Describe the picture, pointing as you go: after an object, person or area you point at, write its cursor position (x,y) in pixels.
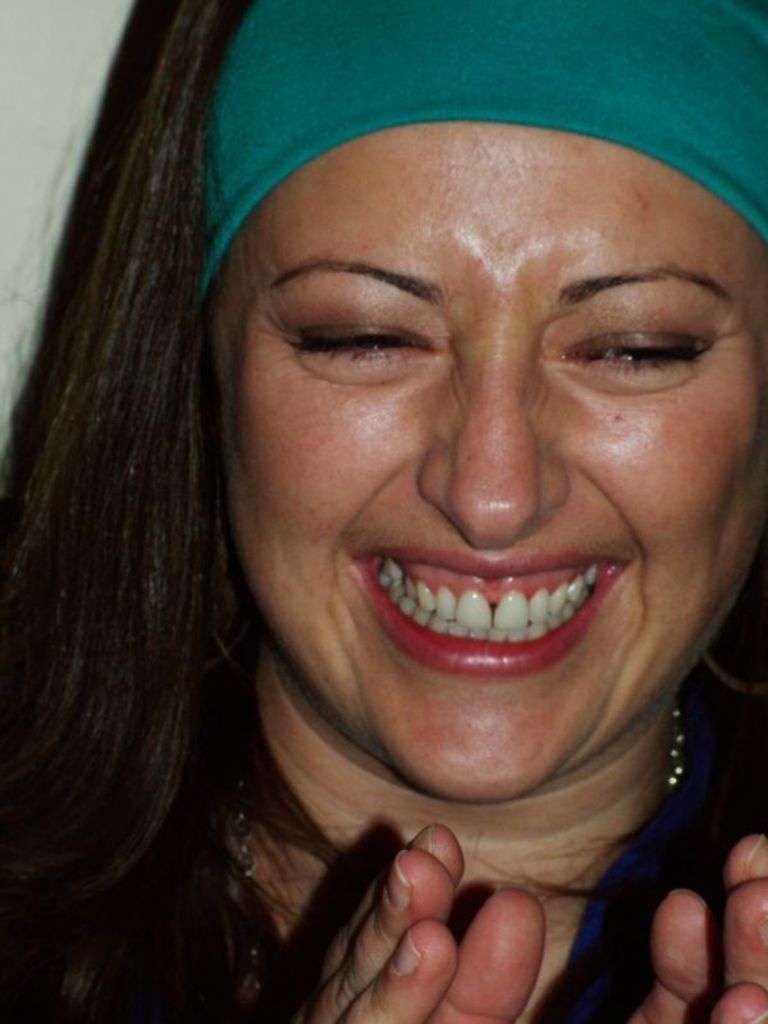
In this image, we can see a woman (428,704) is smiling and wearing a hairband (429,108).
